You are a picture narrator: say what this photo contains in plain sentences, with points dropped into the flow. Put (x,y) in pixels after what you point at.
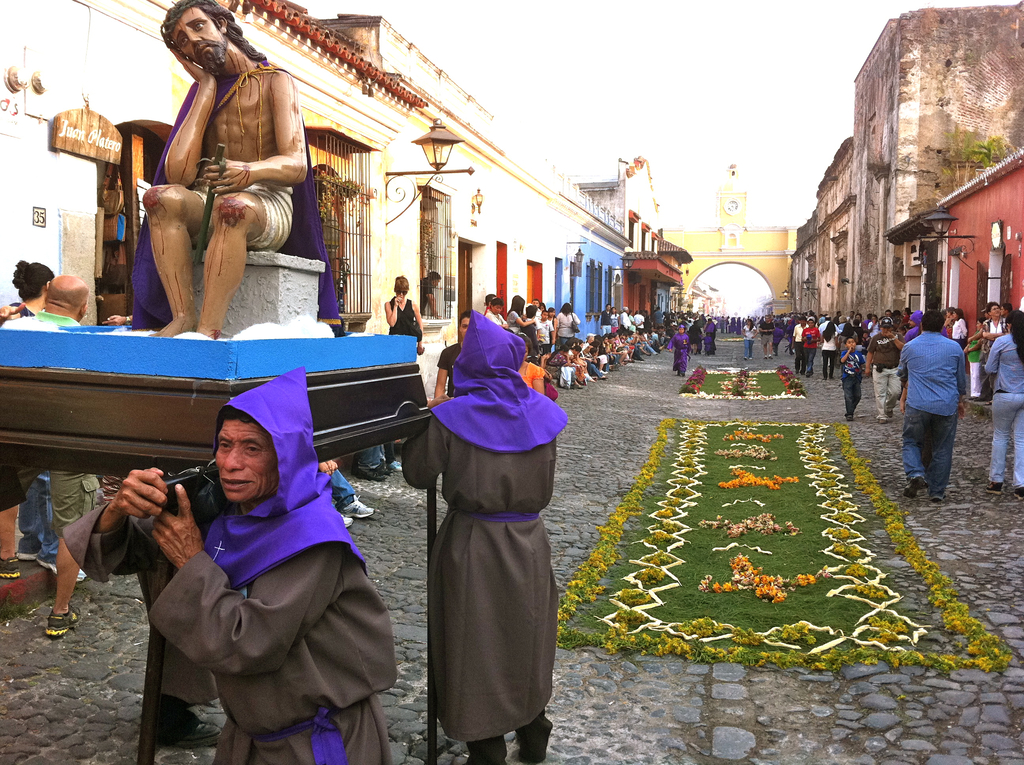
In the picture I can see buildings (411,272), people (492,419) among them the people (303,664) in the front (310,564) carrying a statue of the Jesus (238,255) and some other objects (227,355). In the background (679,514) I can see flowers (796,653), street lights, the sky (724,83) and some other objects (499,259).
